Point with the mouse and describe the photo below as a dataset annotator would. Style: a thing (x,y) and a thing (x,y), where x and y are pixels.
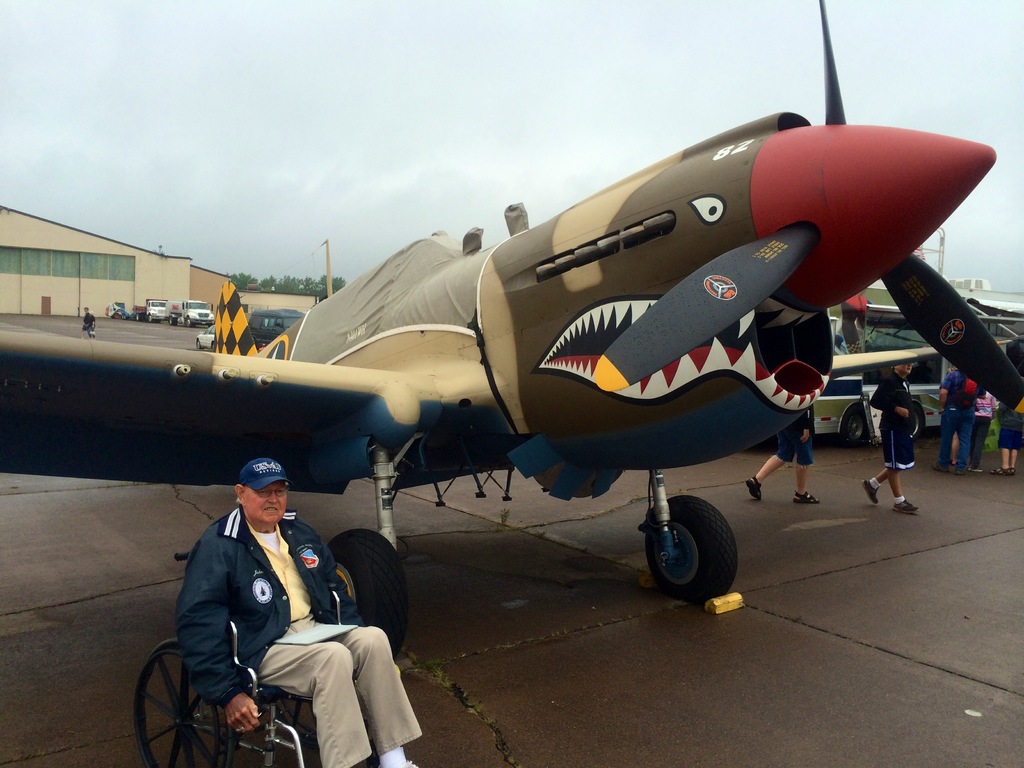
In this picture we can see a plane (481,366), few vehicles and group of people (958,434), at the bottom of the image (280,597) we can see a man (280,597), he wore a cap (248,485) and he is seated on the wheel chair (256,697), in the background (422,217) we can see few buildings (291,299), trees (270,285) and clouds (411,225).
